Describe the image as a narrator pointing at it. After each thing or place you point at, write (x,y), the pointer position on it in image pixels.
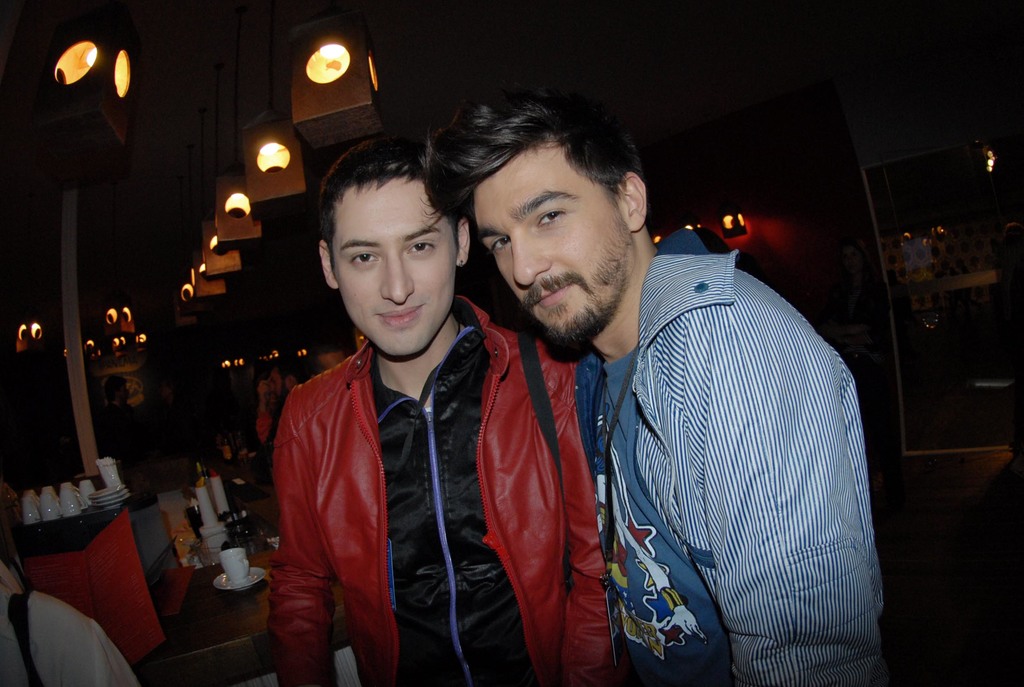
In this image I can see two persons (761,423) standing, the person (784,440) at right (755,416) is wearing blue color dress (754,409) and the person (540,436) at left (331,375) is wearing red jacket (342,448) and black shirt (415,495), background (76,529) I can see few cups (27,515) on the table (39,520) and I can see few lights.
